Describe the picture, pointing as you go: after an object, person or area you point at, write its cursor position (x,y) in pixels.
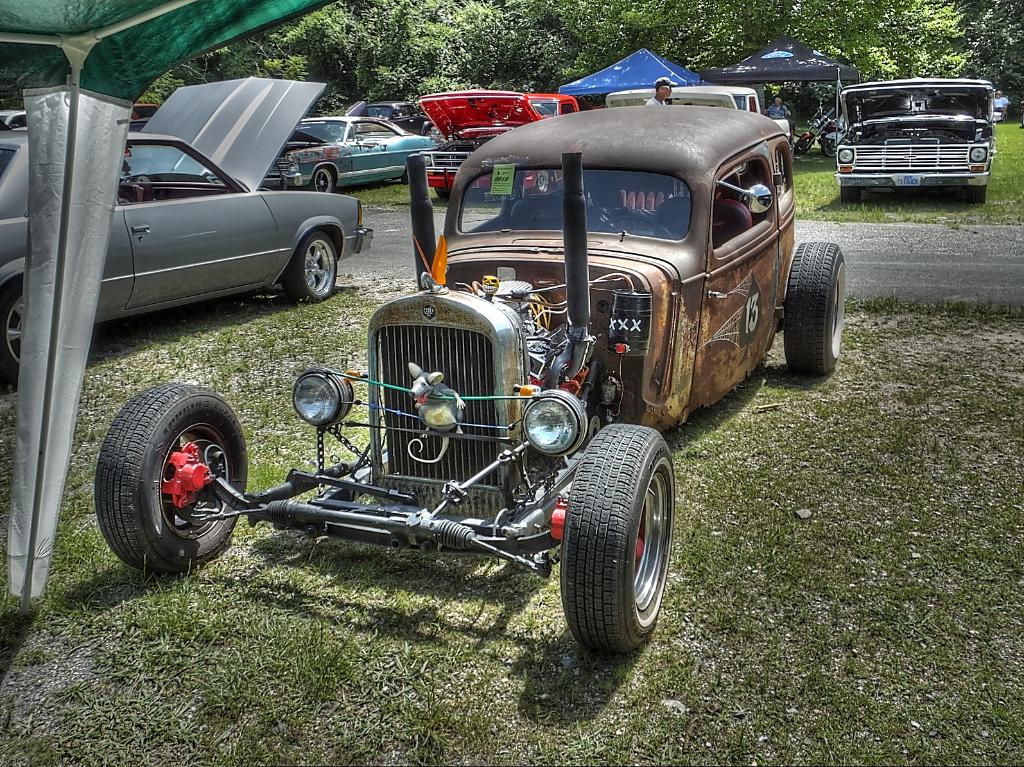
In this picture there are vehicles (645,332). At the back (581,61) there is a person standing under the tent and there is a person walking on the road (940,235) and there are trees (858,36). At the bottom (840,599) there is a road (911,245) and there is grass (767,531).
